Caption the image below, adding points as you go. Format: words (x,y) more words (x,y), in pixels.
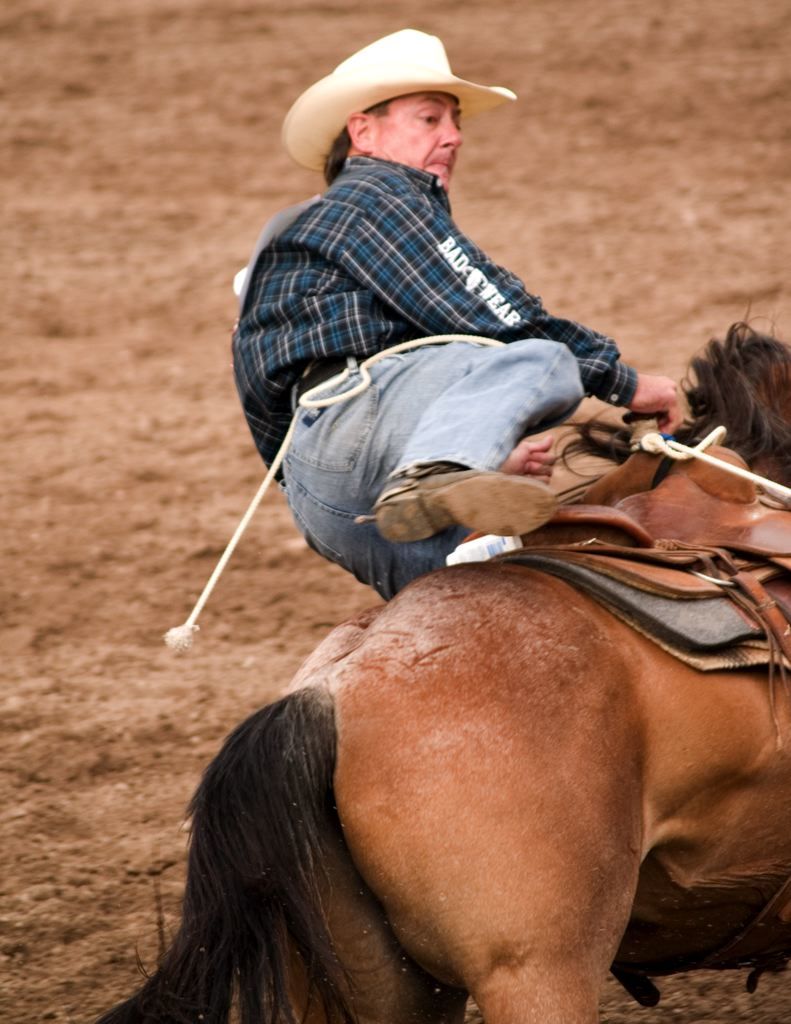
In this picture we can see man (436,378) wore cap (373,50) holding thread (707,459) and he is falling from horse (585,638) on ground (111,416).
